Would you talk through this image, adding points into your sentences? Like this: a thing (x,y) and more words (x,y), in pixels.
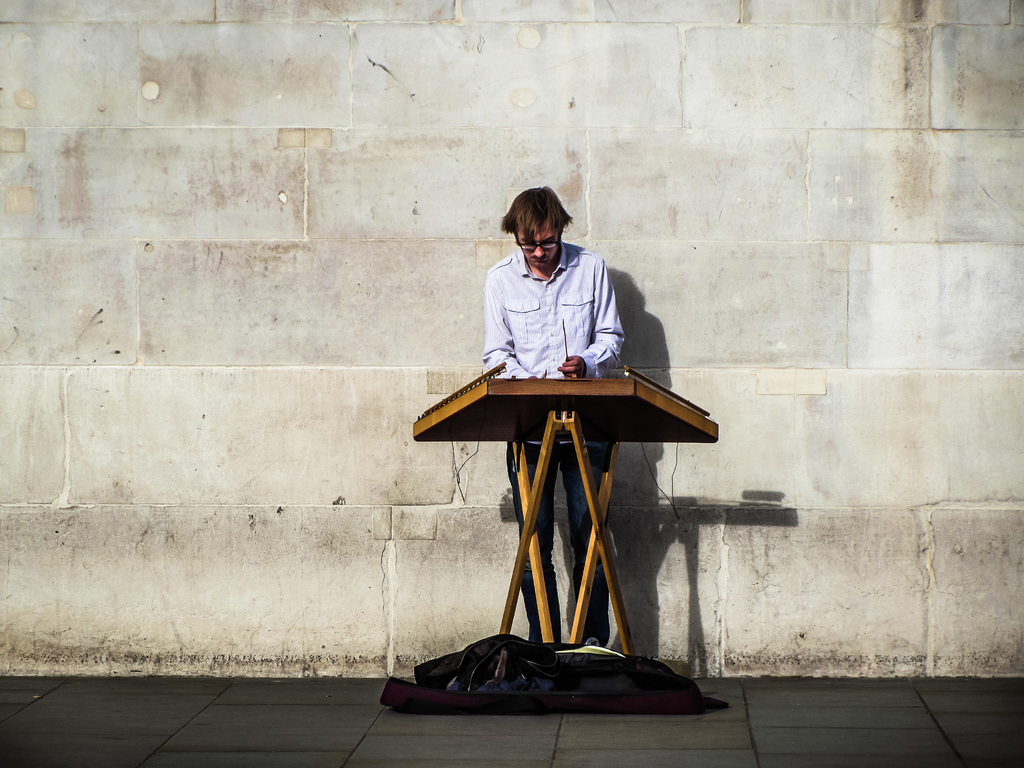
In this image I see a man (531,271) who is wearing shirt (541,376) and jeans (571,483) and I see that he is holding a thing (567,349) in his hands (585,365) and I see the wooden thing (554,411) over here and I see the black color thing (532,653) over here and I see the path (65,710). In the background (181,387) I see the wall (458,231) white, brown and black color wall (386,279).
